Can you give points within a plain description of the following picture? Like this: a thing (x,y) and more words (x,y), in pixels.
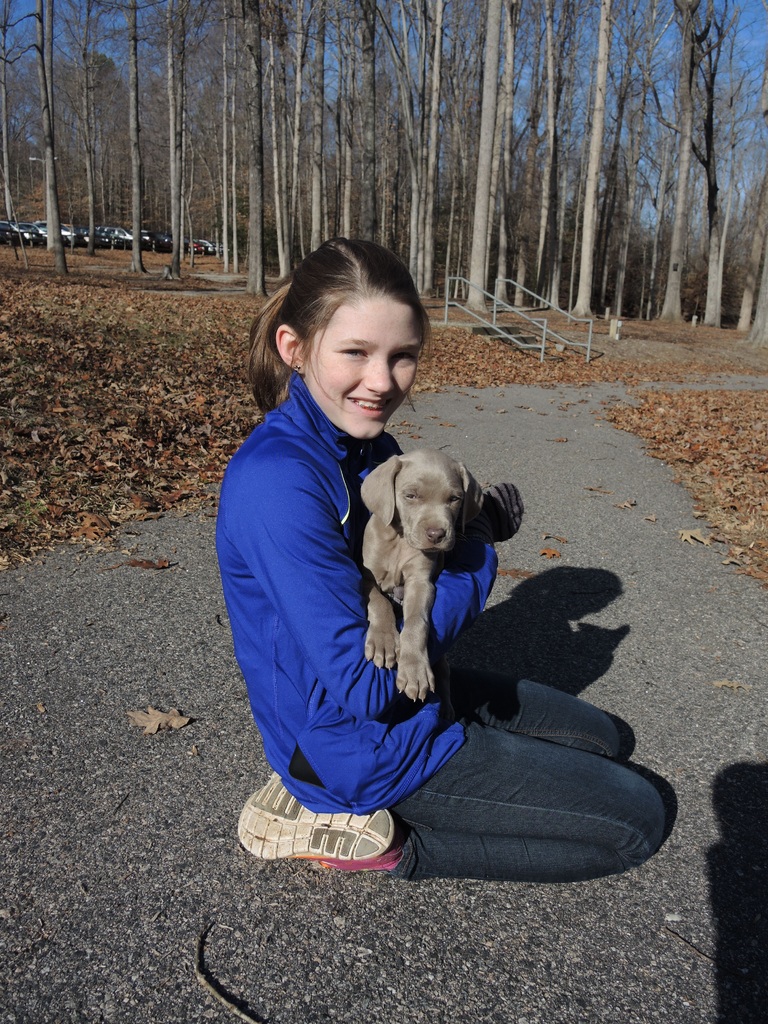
in the picture we can see a girl (312,489) sitting on the floor (546,465) catching a dog (439,563) with her hands (461,539) we can also see the dried leaves (128,403) on the road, here we can see the trees (229,205) and we can also see the cars (152,233) a bit far away, we can see the sky (741,31).
